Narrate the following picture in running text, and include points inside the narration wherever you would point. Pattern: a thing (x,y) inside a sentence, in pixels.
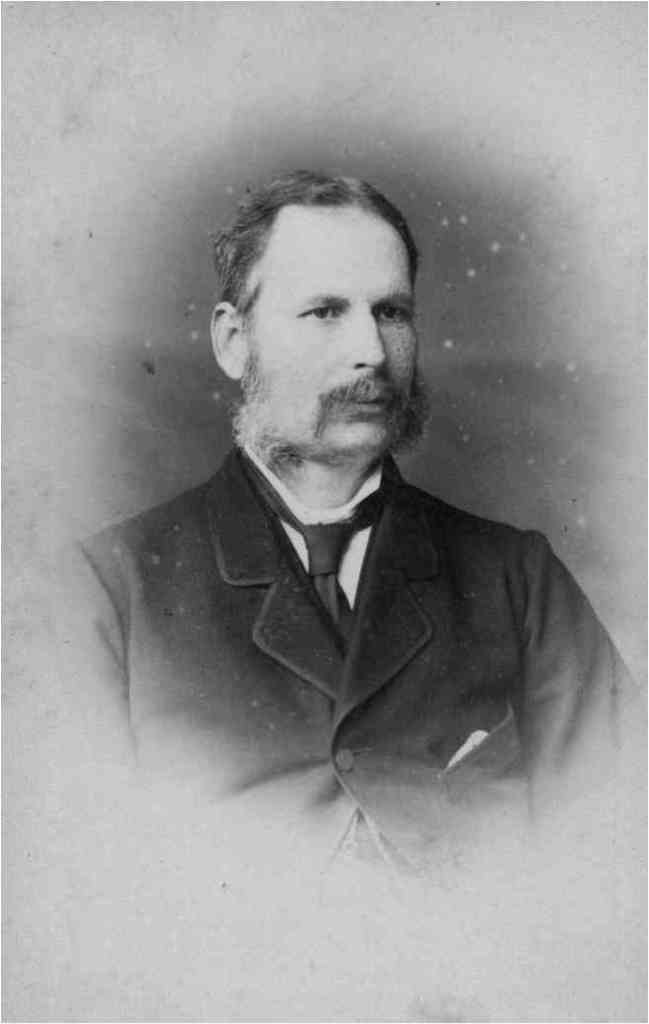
In this image we can see the picture of the person (232,607).
